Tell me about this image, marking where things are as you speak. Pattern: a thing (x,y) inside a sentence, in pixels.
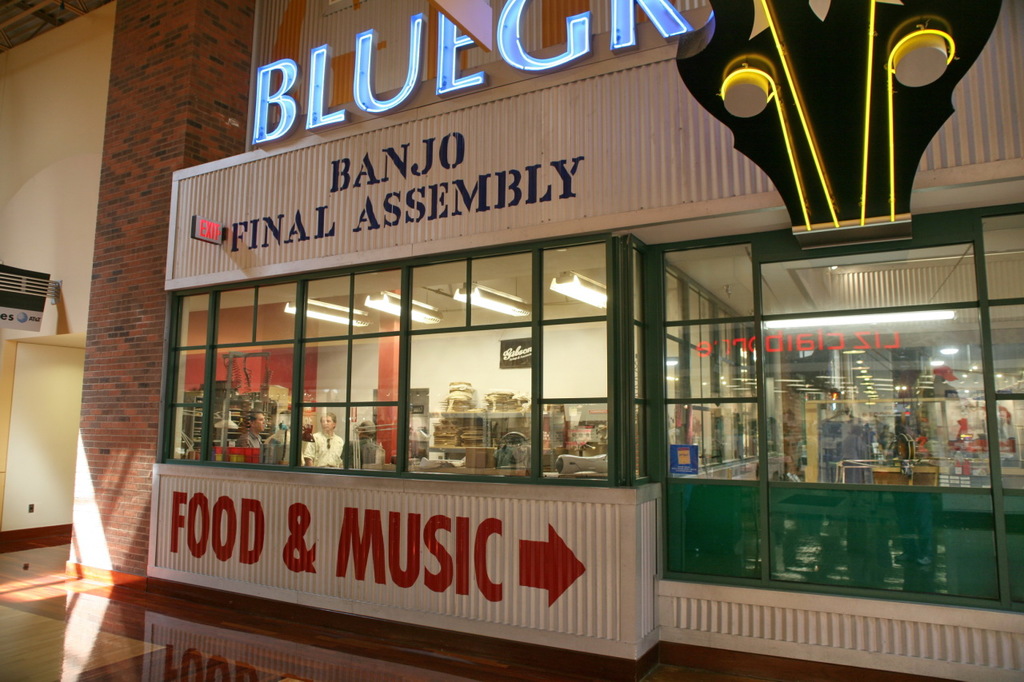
In this picture we can see the floor (198,602), pillar (76,575), name boards (17,321), lights (502,42), glass (573,356), table (882,482), posters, walls (224,377), two people (323,442) and some objects (226,401).
